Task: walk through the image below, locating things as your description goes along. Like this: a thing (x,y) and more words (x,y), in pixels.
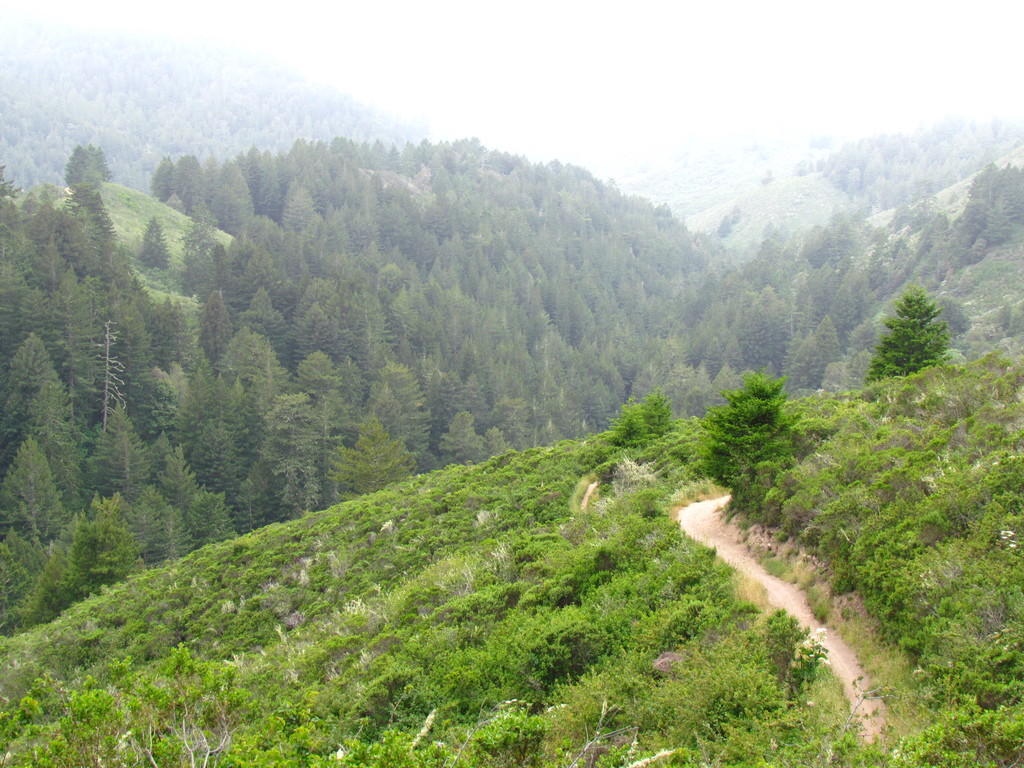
In this picture we can observe some trees (355,447) and plants (907,544) on the hills (363,339). In the background (506,218) there are hills (518,261). We can observe fog (395,85) in this picture.
